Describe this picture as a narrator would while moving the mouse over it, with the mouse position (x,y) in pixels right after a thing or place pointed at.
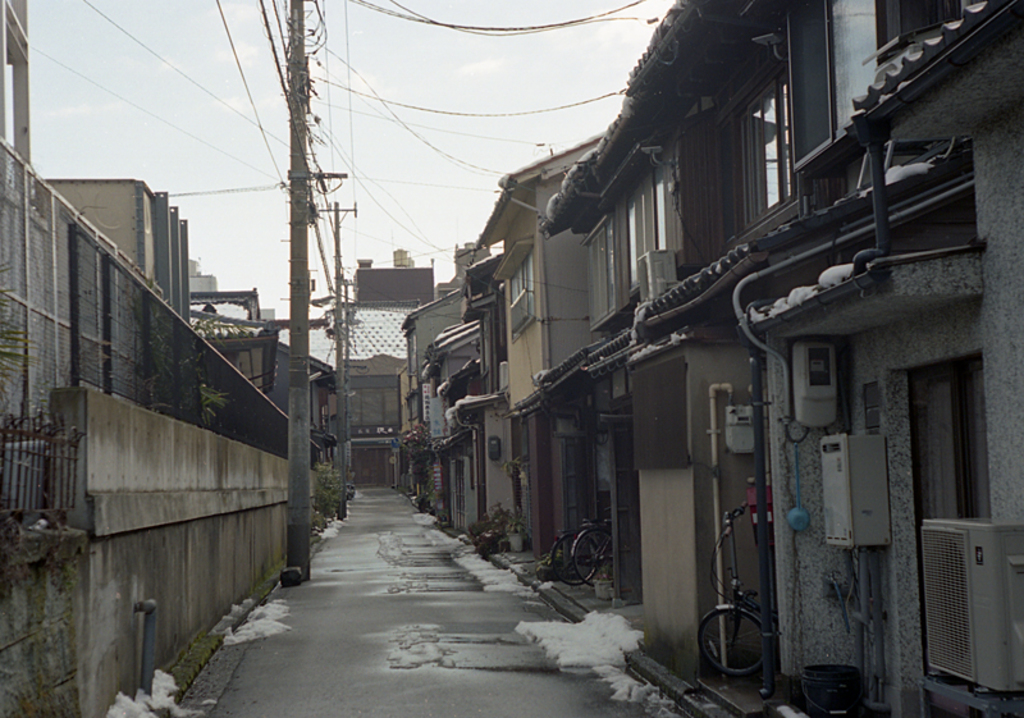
At the bottom of the image (418,674) there is road (424,672). On the right corner of the image (906,144) there are buildings (659,233) with walls (691,126), glass windows (766,105), pipes (756,363), roofs (559,217), air conditioners (927,533), meters (822,404) and some other things (648,370). And also there are bicycles (586,565). On the left side of the image (113,434) there is a wall (80,506). Behind the wall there is fencing (235,372). Behind the fencing (124,278) there are buildings (223,294) with roofs (266,340). And also there are electrical poles (293,228) with wires (311,81).
